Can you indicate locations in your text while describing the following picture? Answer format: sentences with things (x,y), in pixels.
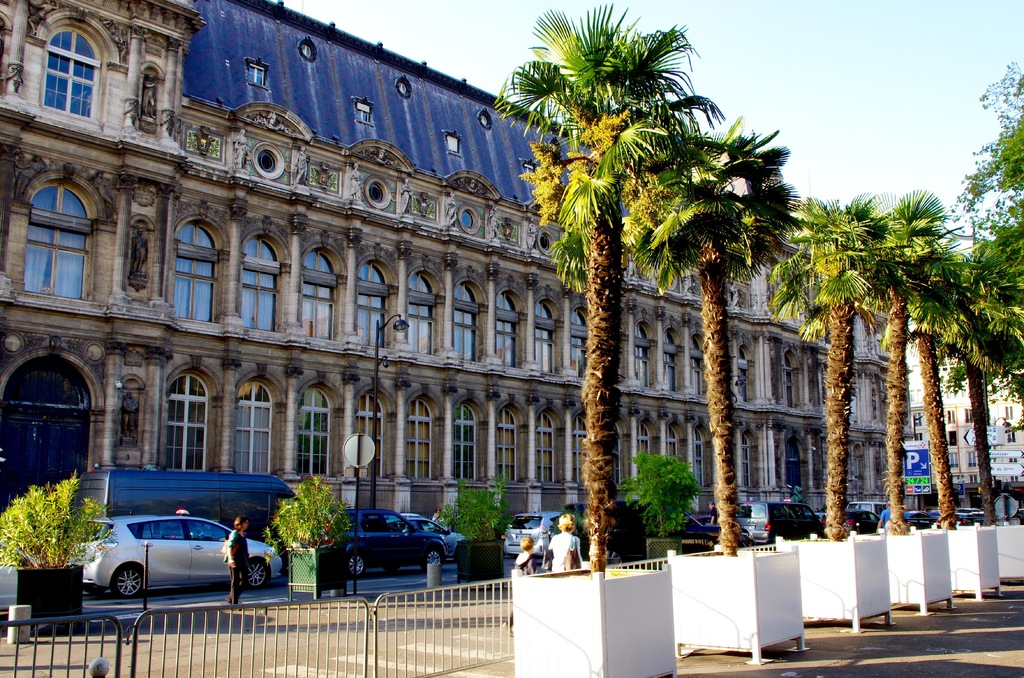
In this image I can see vehicles (396,541) on the road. We can see trees (291,498) and flower pot (307,570). Back Side I can see building (347,340) and windows (329,329). Few people (532,565) are walking. I can see sign boards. The sky (862,86) is in blue and white color.
